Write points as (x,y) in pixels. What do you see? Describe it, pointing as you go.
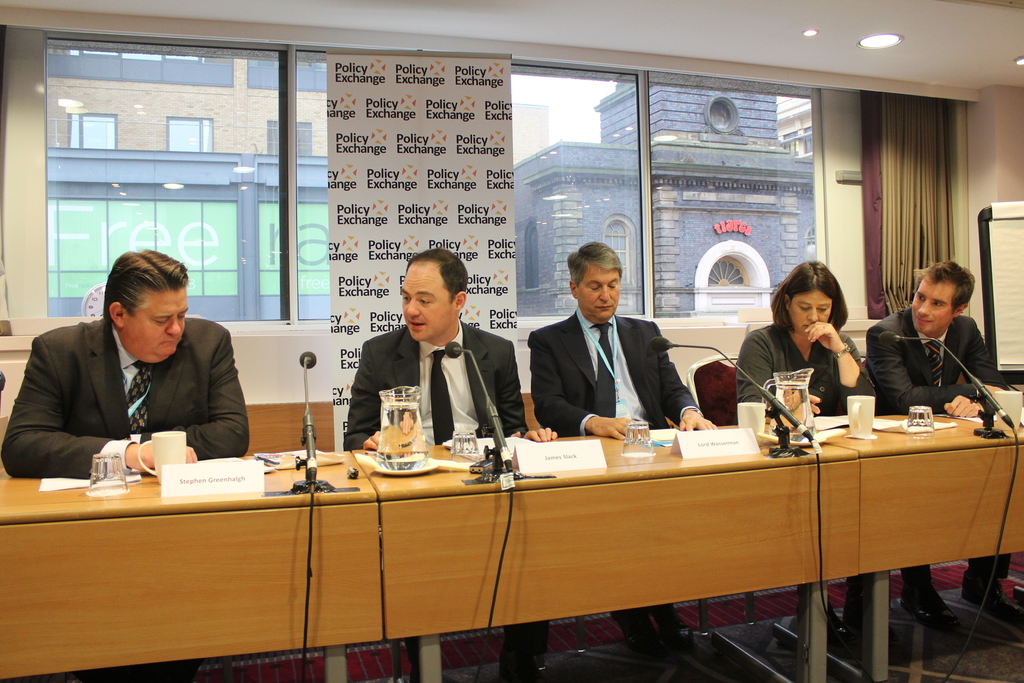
In this image I can see there are persons (483,422) sitting inside the house (1023,10). And in front of them there is a table (554,508). On the table (726,523) there is a mike (314,483), Glass (471,442), Papers (284,464) and board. And at the back (421,187) there is a window (320,206), Curtain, Banner (476,169) and buildings (214,155).
